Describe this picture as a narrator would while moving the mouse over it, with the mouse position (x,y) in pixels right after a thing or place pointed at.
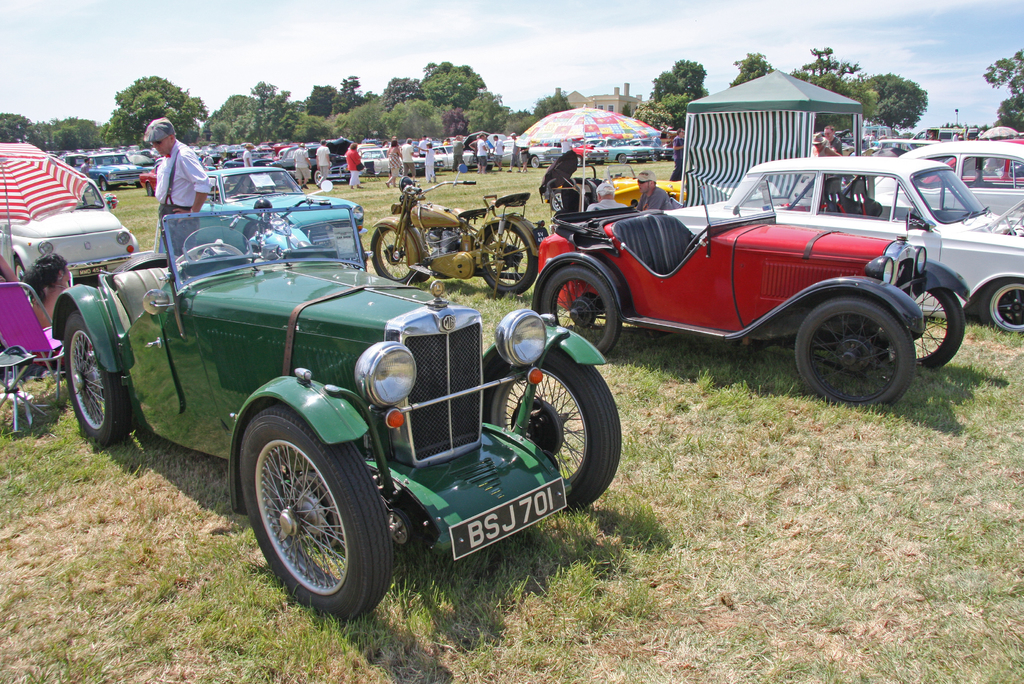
In this image we can see one house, some people (681,141) are walking, some vehicles (253,182) parked on the ground (54,403), three umbrellas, some people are standing, one tent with curtain (712,180), some people (822,141) are holding some objects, some objects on the ground (167,528), one object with pole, some people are sitting, one chair (53,360), some trees (669,121), some grass (367,207) on the ground (417,558) and at the top (397,61) there is the sky (608,49).
